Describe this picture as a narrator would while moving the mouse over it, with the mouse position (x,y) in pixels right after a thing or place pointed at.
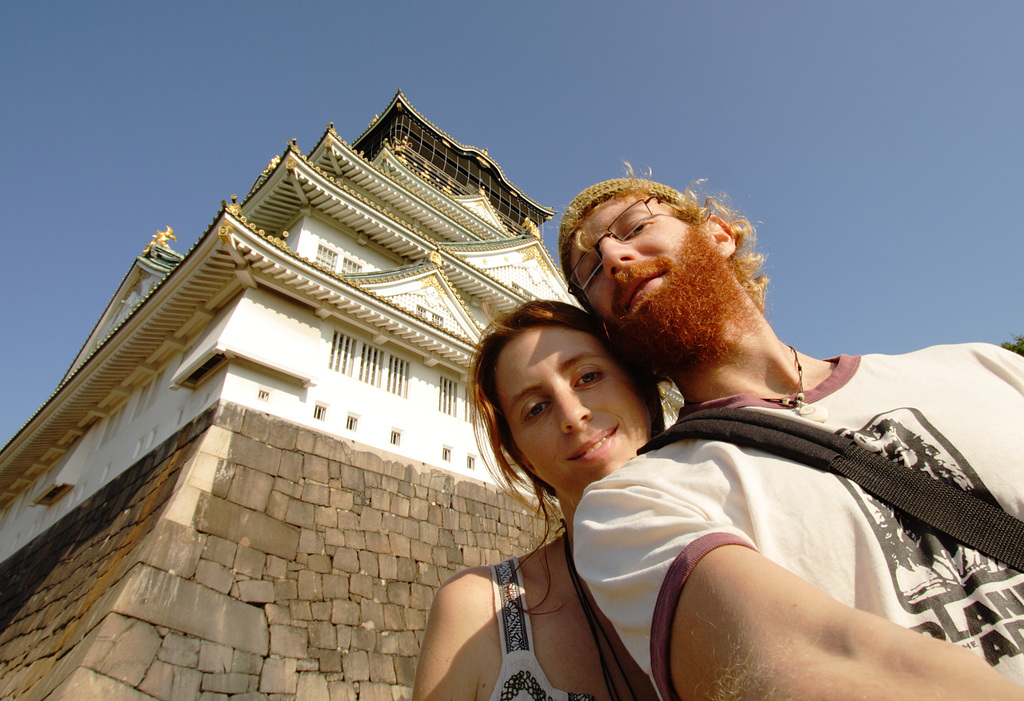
In the picture we can see a man (925,672) and a woman (421,696) are standing together and they are smiling and the man (911,672) is wearing a white T-shirt (1009,640) and black color belt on it and he is with the beard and behind them, we can see a Japanese construction building (108,322) on the stone bricks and behind it we can see a sky (1005,332).
